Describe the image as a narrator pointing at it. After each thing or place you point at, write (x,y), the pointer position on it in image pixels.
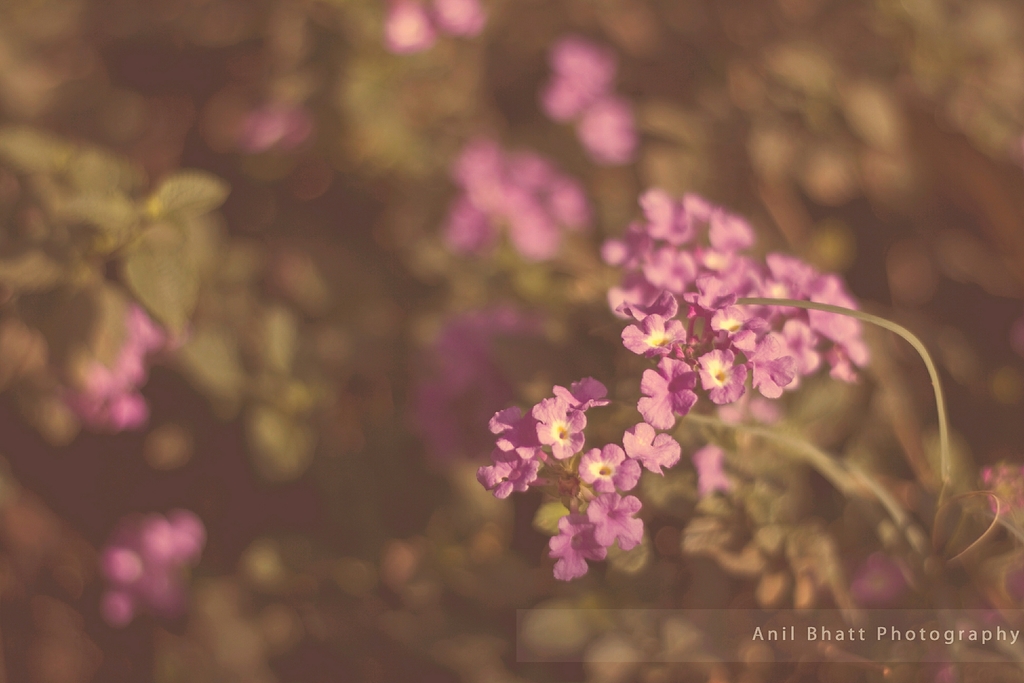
In this image in the front (652,397) there are flowers (739,395) and in the background (471,266) there are leaves (90,219) and flowers (543,167).
